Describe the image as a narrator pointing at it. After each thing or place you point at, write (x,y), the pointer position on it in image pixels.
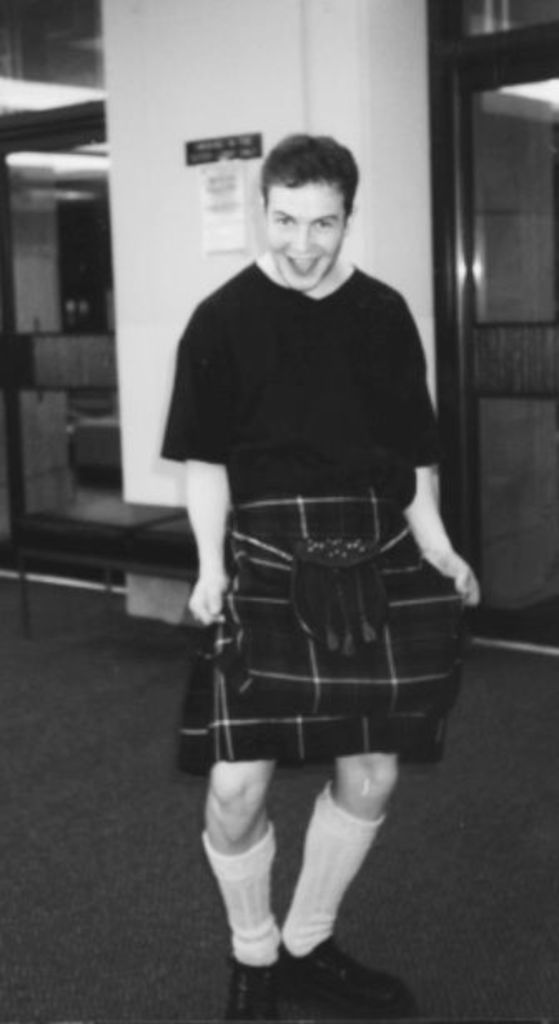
In the center of the image (302,565) we can see a man (336,406) standing and smiling. In the background (392,178) there is a wall (381,152) and a door (468,152).
